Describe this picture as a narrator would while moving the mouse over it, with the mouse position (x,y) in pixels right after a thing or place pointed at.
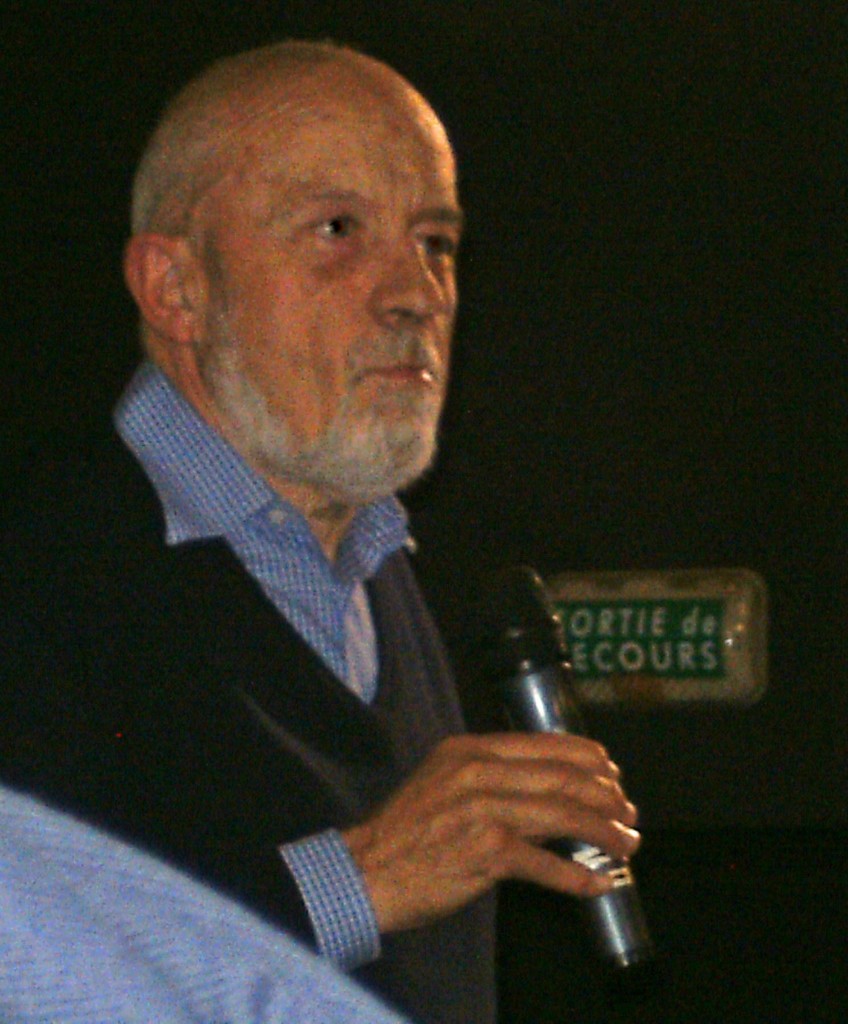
In this image I see a man (595,809) who is wearing a shirt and holding a mic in his hand (431,857). In the background (494,492) I see few words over here and it is dark.
